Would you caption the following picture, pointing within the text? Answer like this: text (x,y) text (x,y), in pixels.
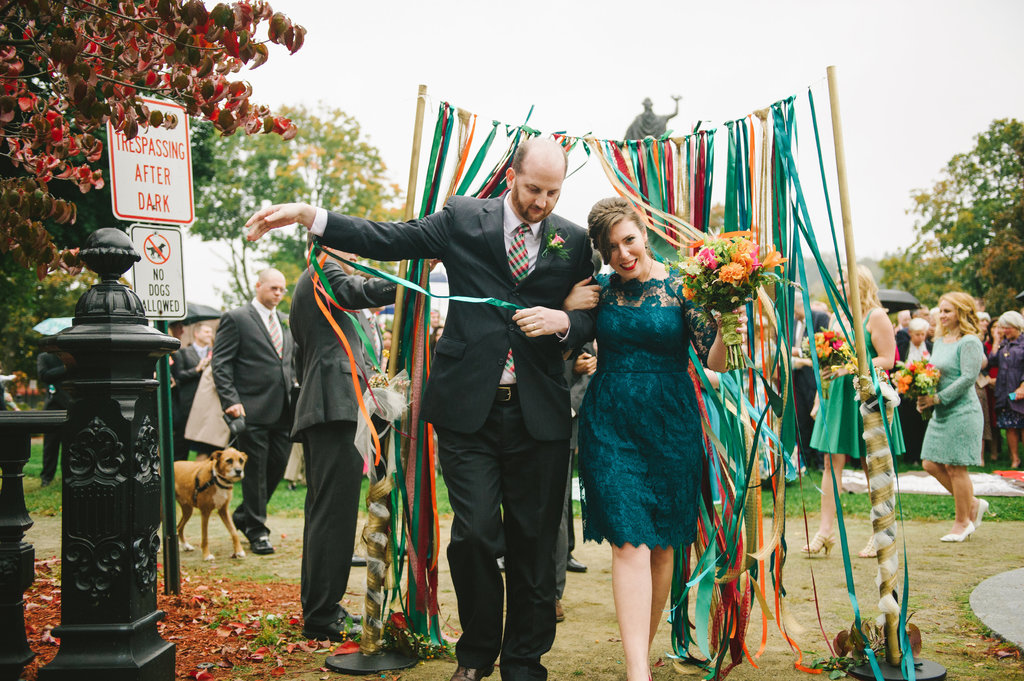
In the center of the image (491,361) we can see a man (515,366) and a lady (620,428) and there is a bouquet (735,327) in her hand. In the background (704,194) there are ribbons (749,456), trees (201,163), boards (188,221), dog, pole (155,449), statue (671,113) and sky (692,63). We can also see people (936,420) walking.
